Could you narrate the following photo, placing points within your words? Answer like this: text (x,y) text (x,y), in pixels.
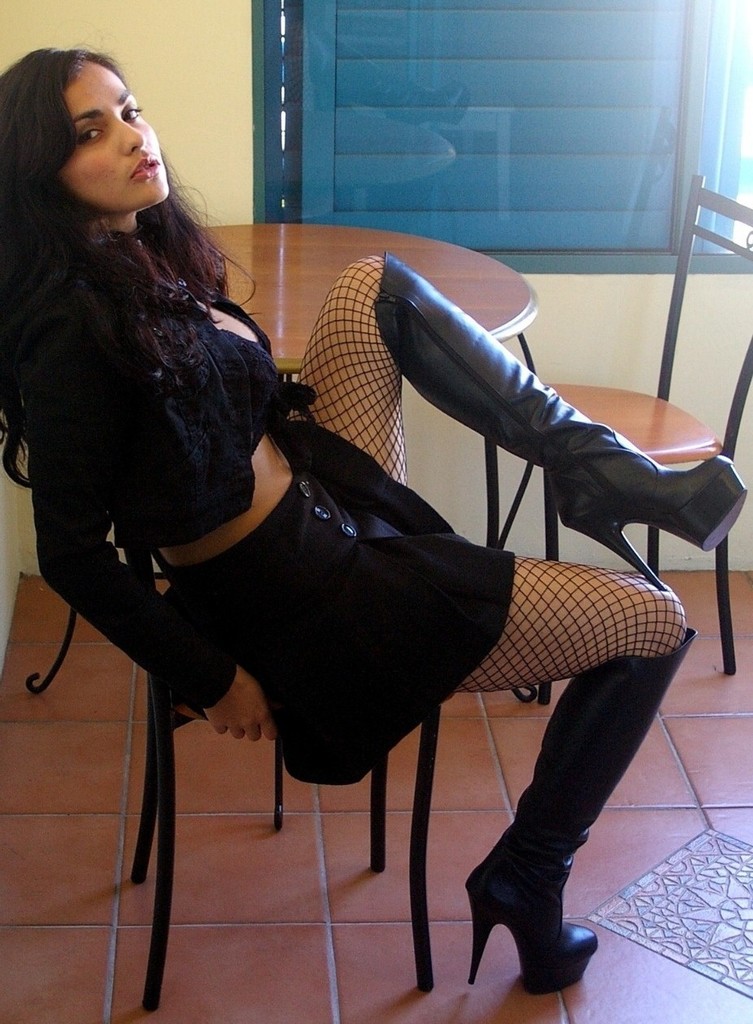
This picture shows a woman (33,66) seated on the chair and we see a table (528,306) and a chair (697,226) on the side.
